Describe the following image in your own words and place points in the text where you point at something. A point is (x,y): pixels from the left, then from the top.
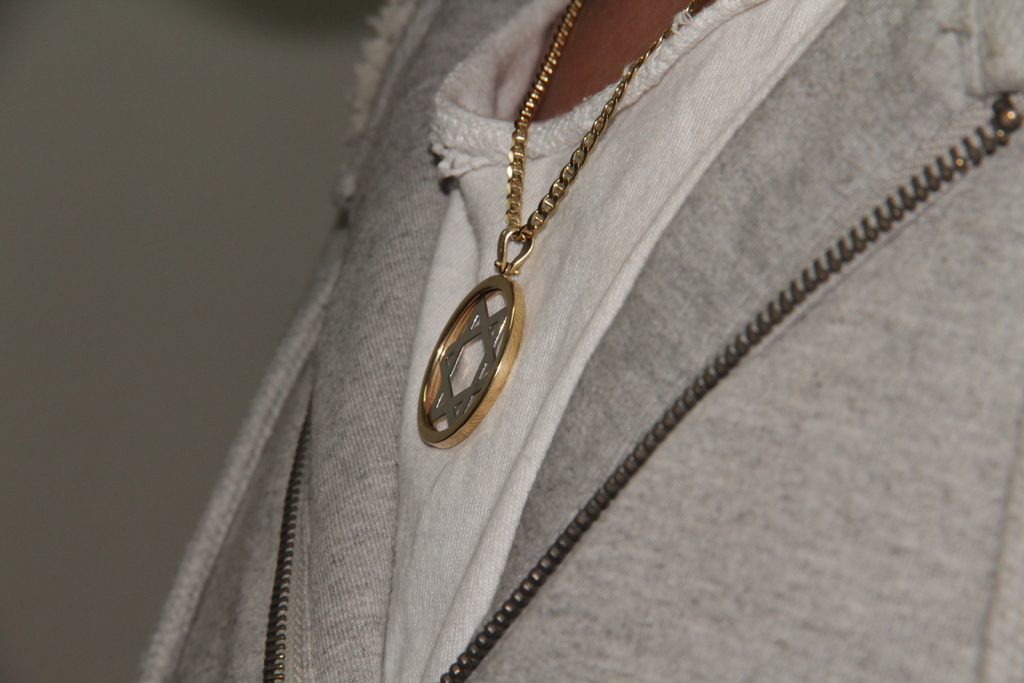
In this picture, we see a person (658,300) is wearing the white T-shirt (637,241) and grey jacket (599,511). He/she is wearing the chain (547,200) and the locket (491,292). In the background (245,155), it is grey in color and it might be a wall (100,377).
